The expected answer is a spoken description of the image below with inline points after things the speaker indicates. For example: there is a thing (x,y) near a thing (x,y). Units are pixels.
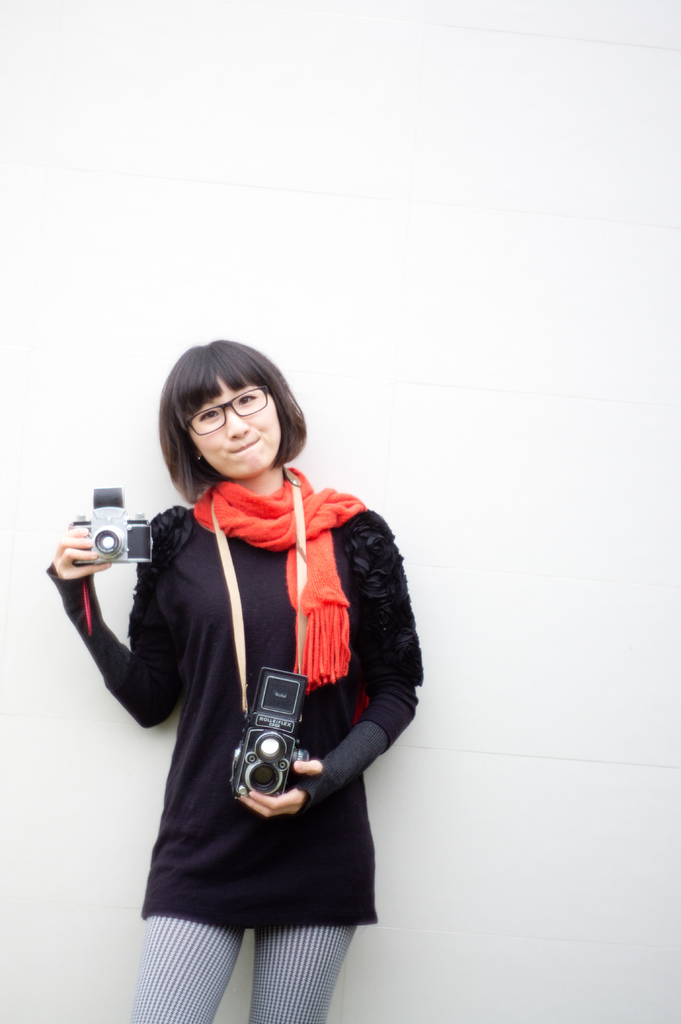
In this image we can see a lady (326,923) standing and holding cameras (265,722). In the background (421,433) there is a wall (85,812).
